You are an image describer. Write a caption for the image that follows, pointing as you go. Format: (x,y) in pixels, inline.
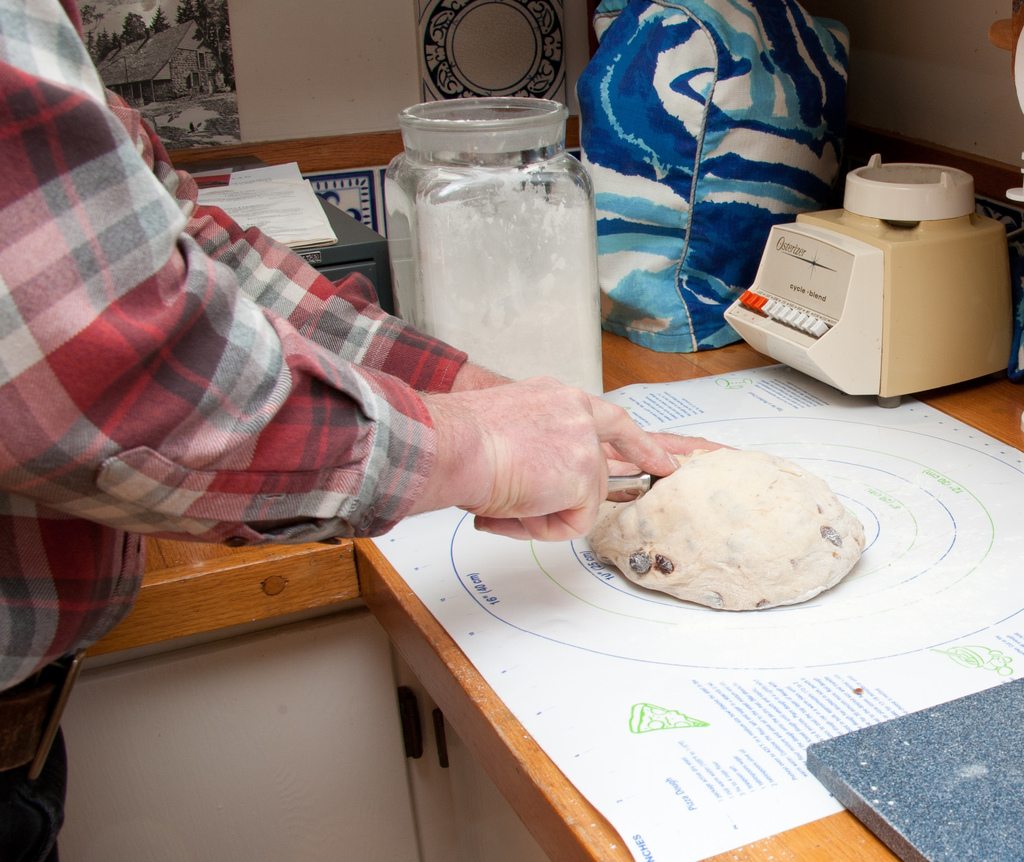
In this image I can see a person (238,438) is holding something. I can see a machine (991,231), glass jar (542,181) and few objects (855,463) on the table (792,850). Back I can see a wall (311,36).
